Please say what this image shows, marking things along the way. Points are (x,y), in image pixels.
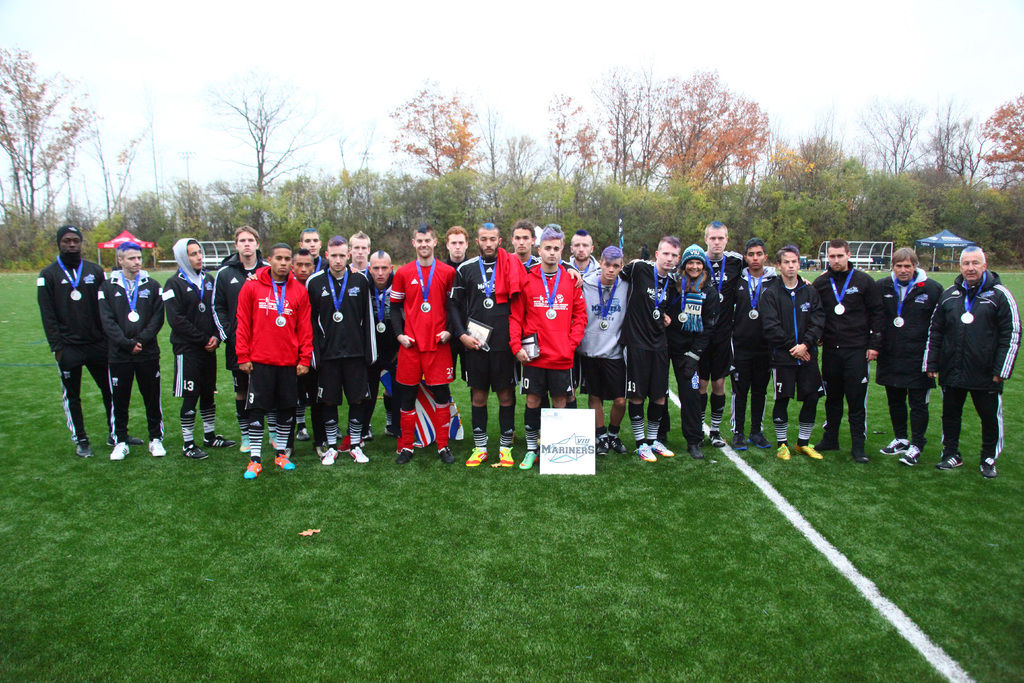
In this image there are a few people (617,313) standing on the grass (603,536). In front of them there is a board (543,443) with some text (565,450) on it. Behind them there are tents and there are some other objects (888,248). In the background of the image (581,166) there are trees (614,165). At the top of the image (539,100) there is sky (359,31).
